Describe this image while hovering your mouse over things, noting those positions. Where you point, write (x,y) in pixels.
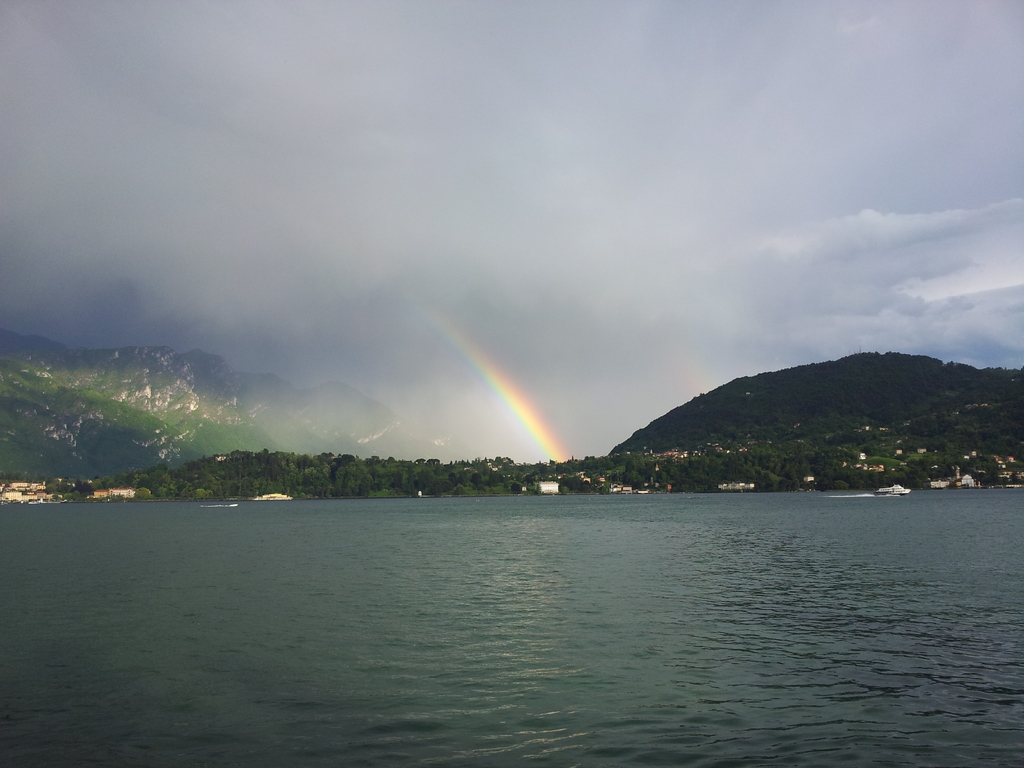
This picture shows water (445,536) and trees (250,451) and we see few houses (622,485) and few boats (903,491) in the water (274,508) and we see hills (802,378) and a cloudy sky (579,251) and we see a rainbow (550,455).
